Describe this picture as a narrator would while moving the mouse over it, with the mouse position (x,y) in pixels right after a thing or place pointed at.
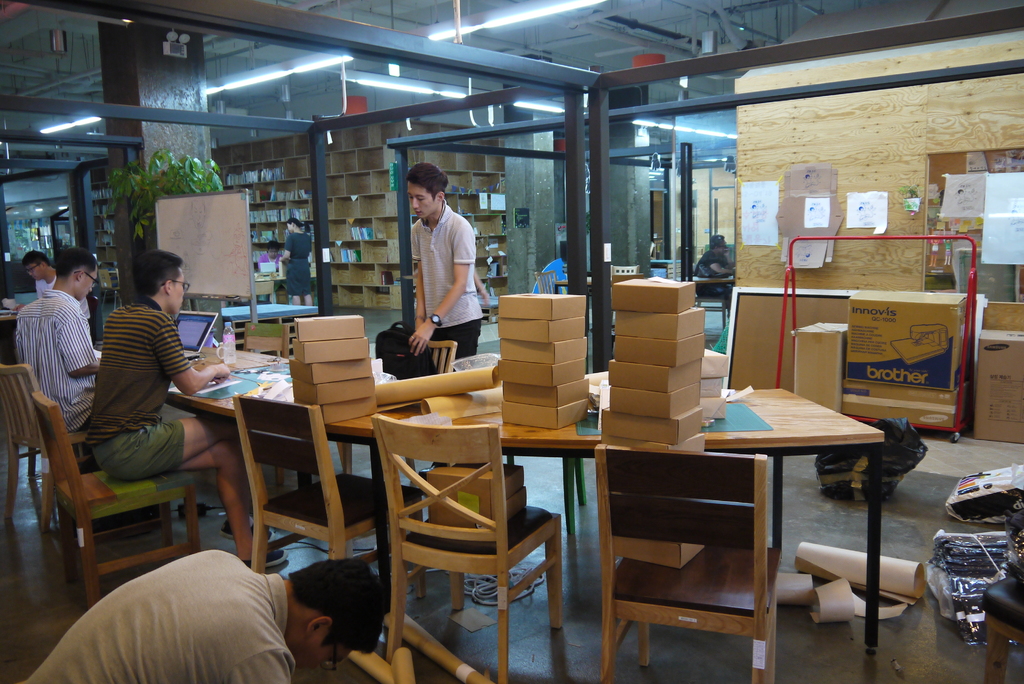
In this image I see few people (161,291) who are sitting on chairs (17,438) and this man (465,329) is standing and holding a bag (417,374). I can also see tables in front of them on which there are boxes (360,397), laptop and other things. In the background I see the wall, racks (363,270) in which there are many things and lights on the ceiling (884,20).
